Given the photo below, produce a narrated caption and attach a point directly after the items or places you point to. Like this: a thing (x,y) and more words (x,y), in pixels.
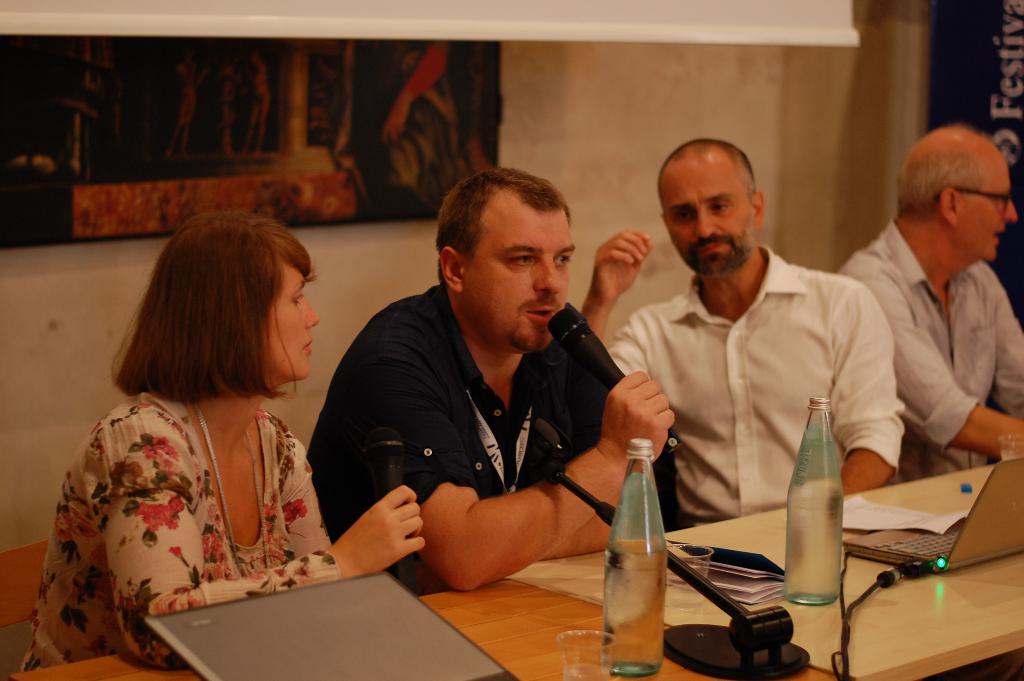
In this picture there are group of people (172,368), those who are sitting in front of the table (944,507), there is a bottles (794,546), books (759,581), and laptops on the table (854,573), the lady (384,530) who is left side of the image (77,507) is holding a mic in her hand (383,556) and a man (491,445) who is sitting beside the lady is saying something in the mic (583,363), there is a portrait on the wall (516,47) back side of the people (464,190).
